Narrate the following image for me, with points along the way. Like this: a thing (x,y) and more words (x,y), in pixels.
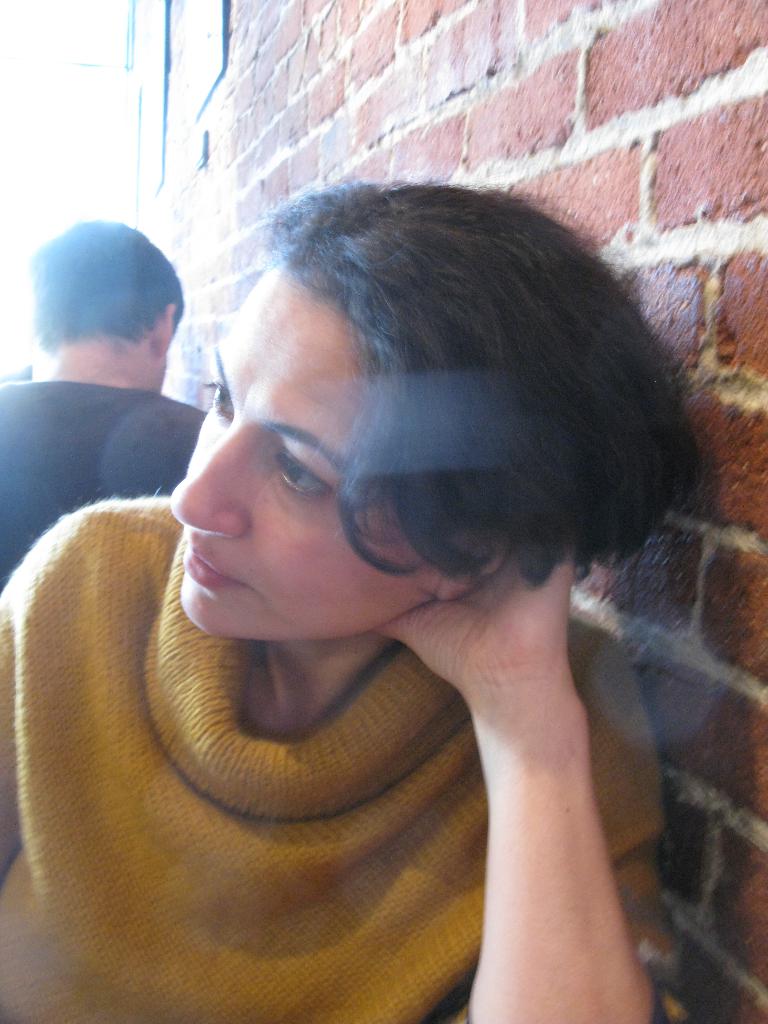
In this image we can see a lady (324,688) sitting behind her there is a man (116,392). In the background (356,111) there is a wall (498,88).
